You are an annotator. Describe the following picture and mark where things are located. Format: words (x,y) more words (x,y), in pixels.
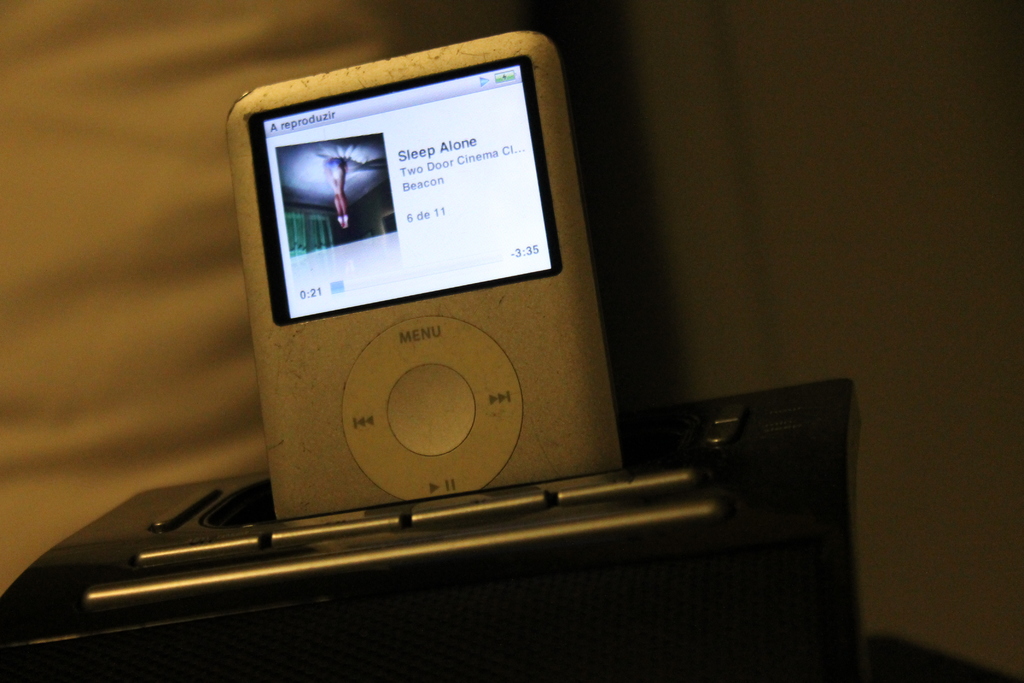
In this image there is an iPod (385,236), there is an object (565,573) truncated towards the bottom of the image (528,562), at the background of the image (754,261) there is the wall (812,159) truncated.
